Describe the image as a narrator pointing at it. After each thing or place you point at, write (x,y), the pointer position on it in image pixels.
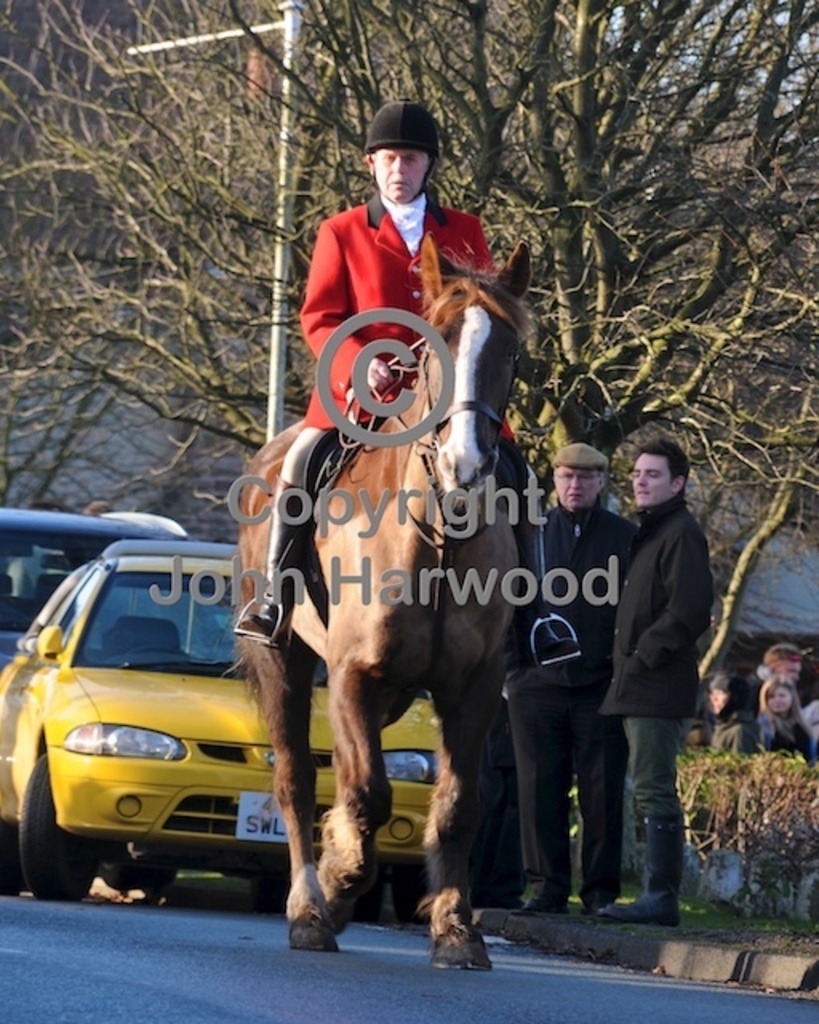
There is a man (397,126) riding horse (366,733) on road (298,960) behind him there are few man (556,704) standing and car (3,556) at his back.
